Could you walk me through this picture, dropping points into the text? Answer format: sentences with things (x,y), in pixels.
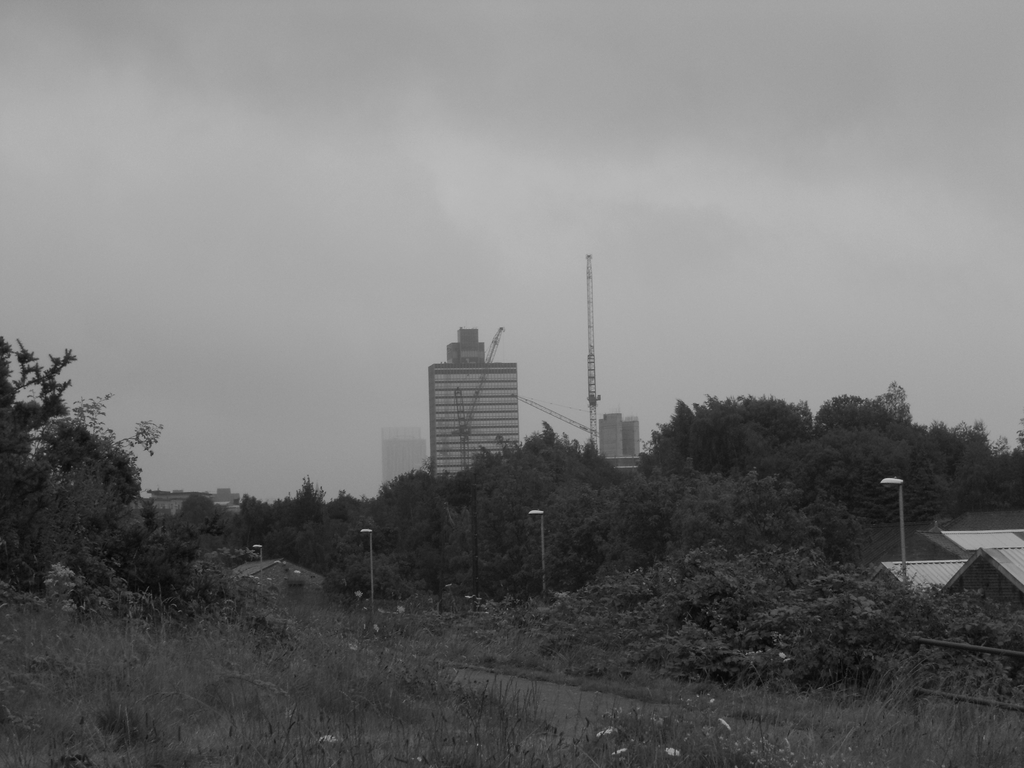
In this image there are grass (187,688), bushes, trees (447,558), lamp posts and buildings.
